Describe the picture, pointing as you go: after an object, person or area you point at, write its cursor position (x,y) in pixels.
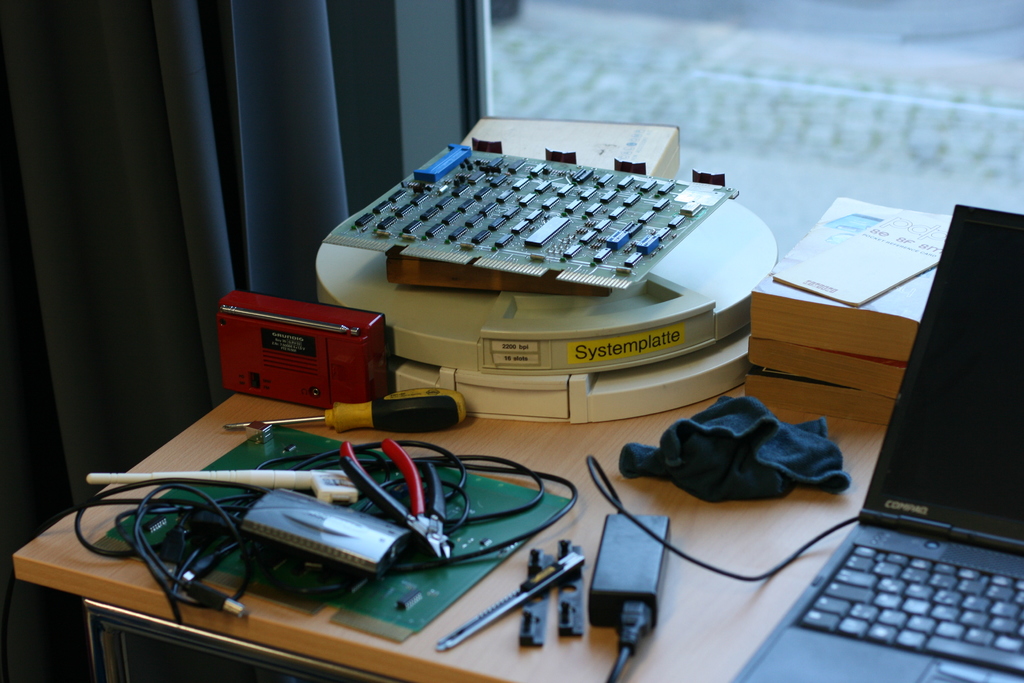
On the background (745,73) we can see window (596,90) and curtains (283,98). On the table (703,621) we can see laptop (978,475), cloth (786,477), adapter (633,540), screwdriver (400,412), cutting plier (364,480) and a red fm radio (308,346) and some tools (558,574). This is a paper (847,260).
